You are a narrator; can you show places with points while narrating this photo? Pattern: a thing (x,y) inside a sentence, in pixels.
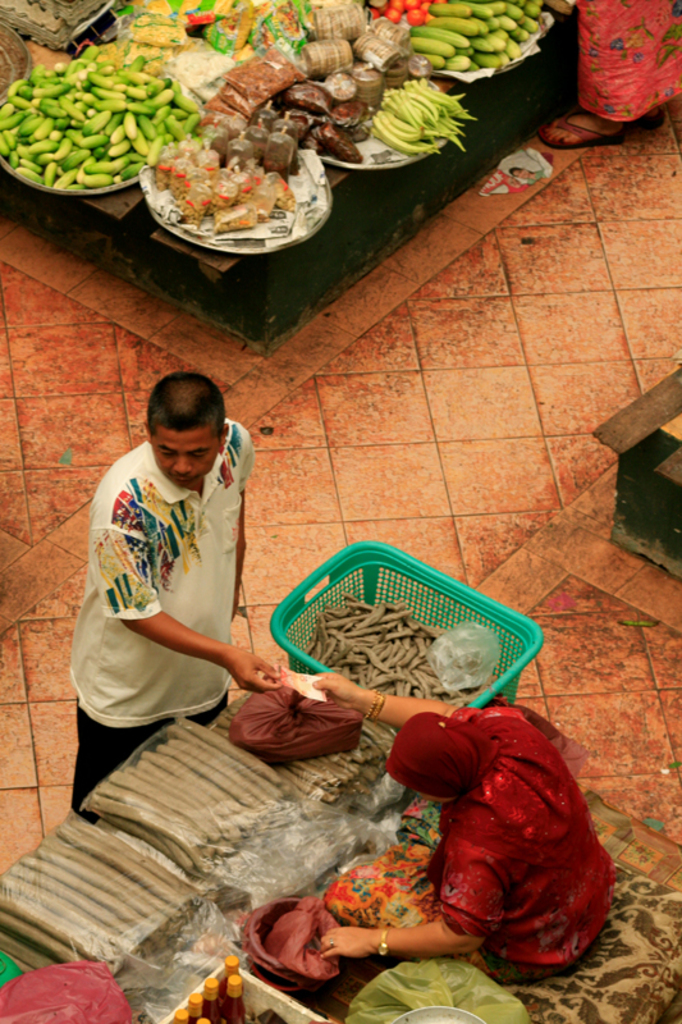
In this image I can see at the bottom (496,899) there is a woman (499,852), she is giving the money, on the left side (204,563) a person (205,524) is standing. It looks like a market (317,382), at the top (168,124) there are vegetables (168,124), at the bottom (238,1015) it looks like there are bottles (223,994).
